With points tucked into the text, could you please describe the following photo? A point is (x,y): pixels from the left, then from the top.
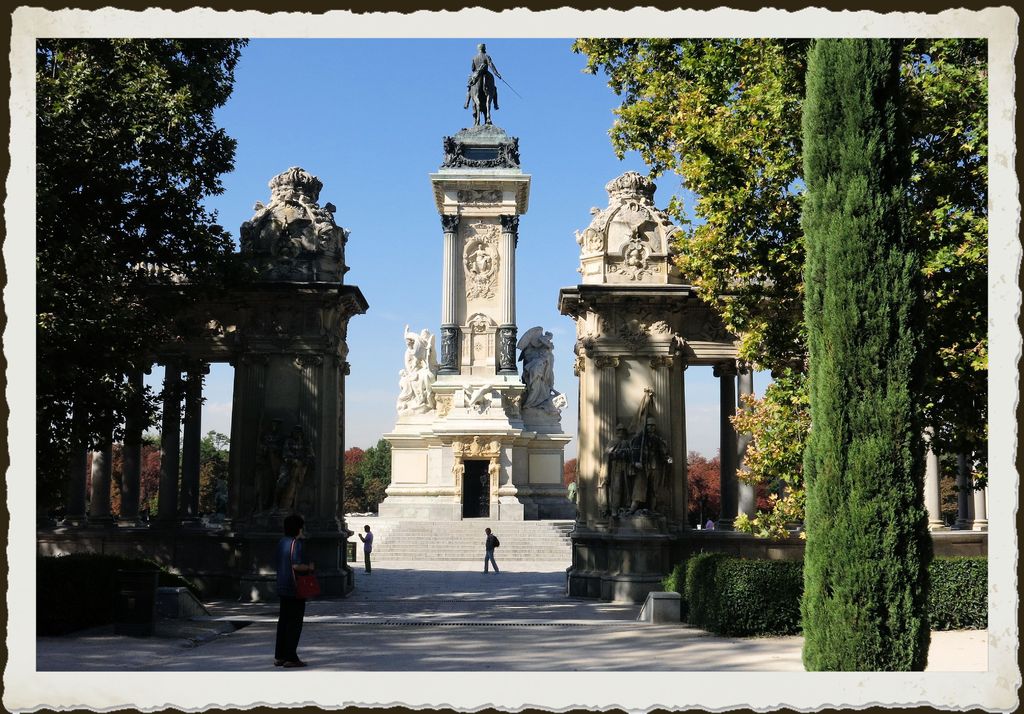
In this image I can see a person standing on the ground (398,640), few trees (861,648), few plants (760,562) and few pillars (731,477). In the background (411,520) I can see few other persons (371,549) standing, a tower (455,508), few stairs (404,544), few trees (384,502) and the sky (443,132). On the tower (470,361) I can see a statue (490,95) of a person (480,53) sitting on the horse (483,80) which is black in color.
